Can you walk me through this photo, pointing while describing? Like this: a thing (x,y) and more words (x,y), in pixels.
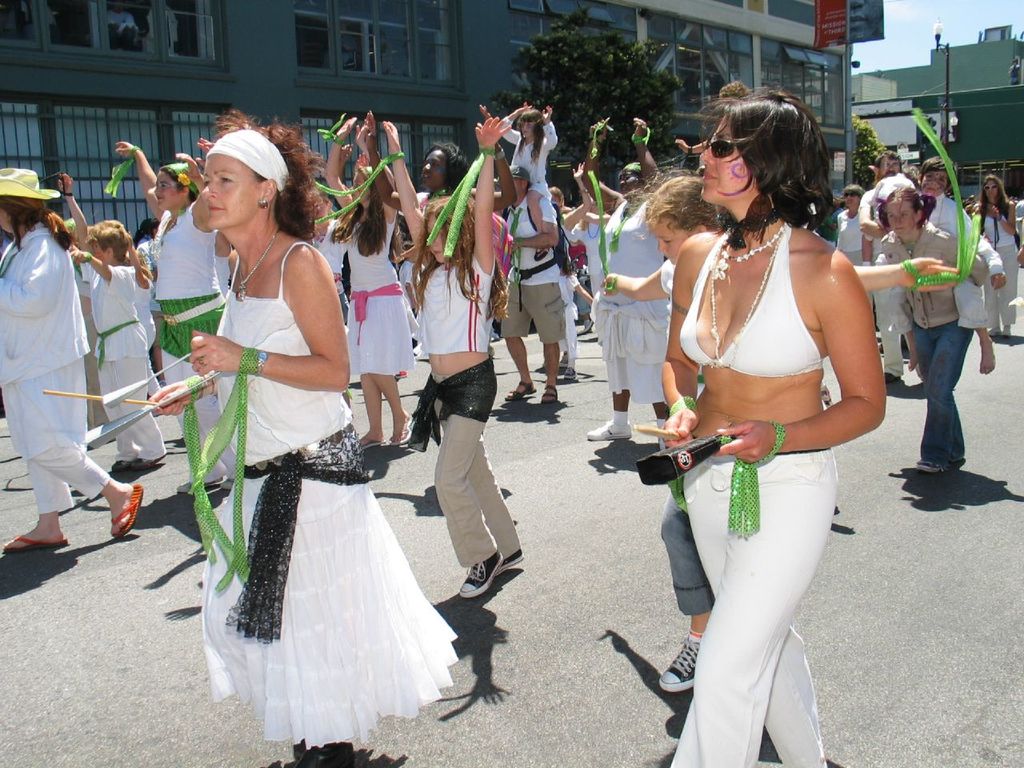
In this image I can see few people (559,340) are standing and wearing different costumes (487,343) and holding something. Back I can see few buildings (198,69), windows (129,119), trees (569,51) and light pole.
